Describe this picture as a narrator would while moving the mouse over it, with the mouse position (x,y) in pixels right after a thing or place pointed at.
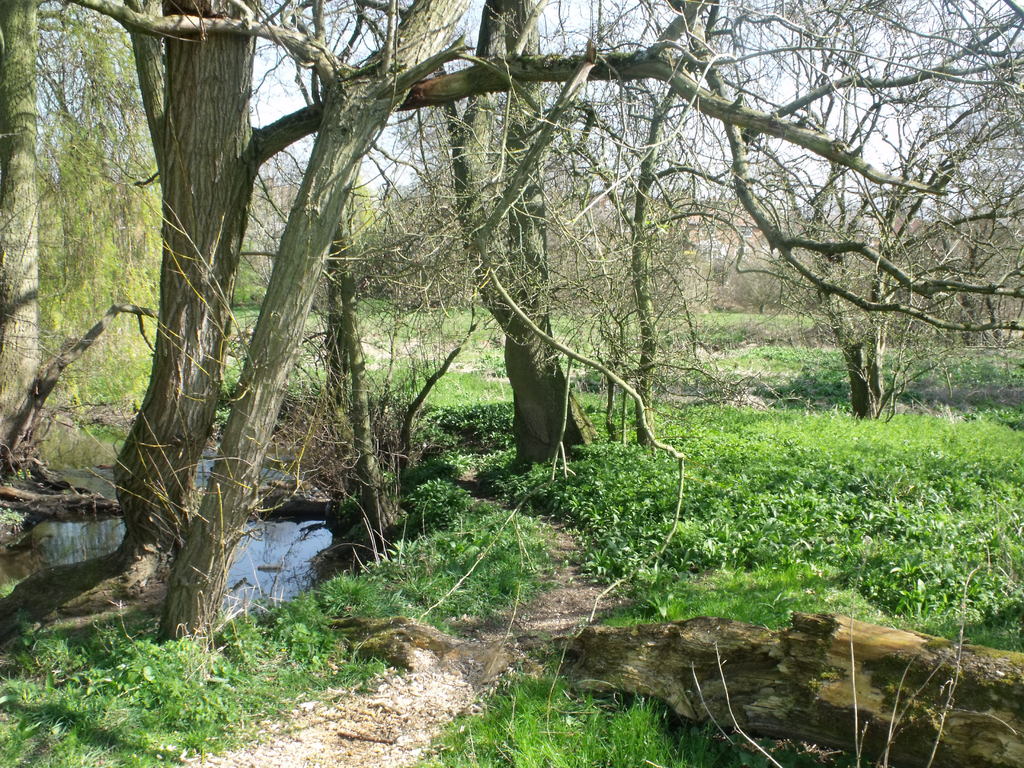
In this image we can see sky (289,49) with clouds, trees (567,239), creepers (461,431), pond (287,547), ground (501,632) and logs (685,645).
